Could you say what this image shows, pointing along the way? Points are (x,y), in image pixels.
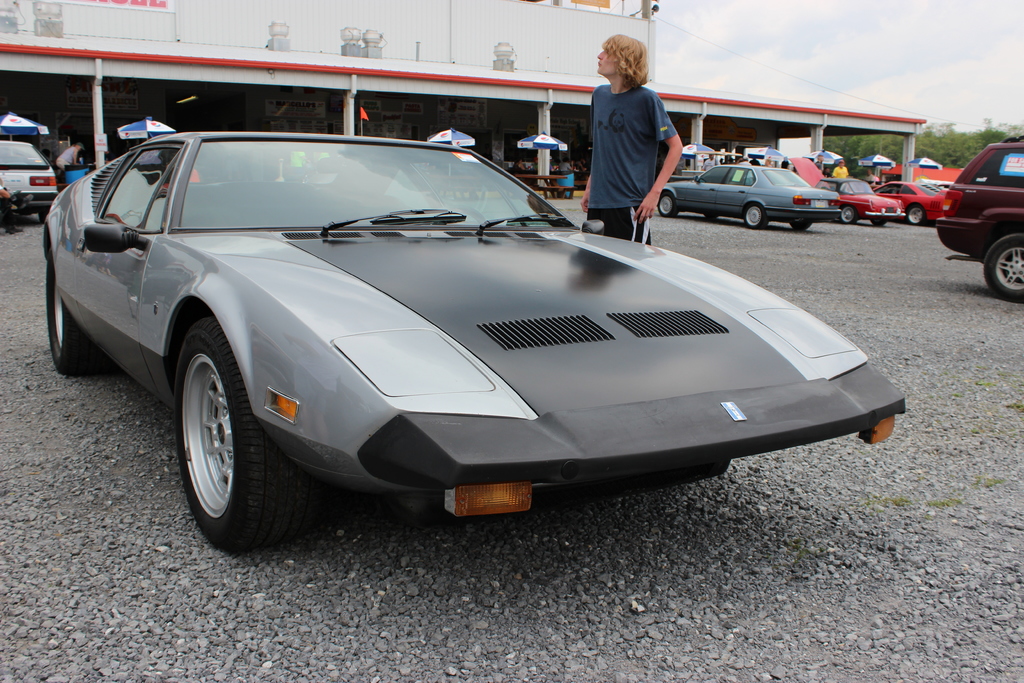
In this image there is a car (455,419) parked on the road (382,599). Beside the car (535,391) there is a man (620,173). In the background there are umbrellas (549,143). In front of the umbrellas (816,156) there are few cars (824,193) parked on the road (871,261). In the background (390,24) there is a building (479,28).
